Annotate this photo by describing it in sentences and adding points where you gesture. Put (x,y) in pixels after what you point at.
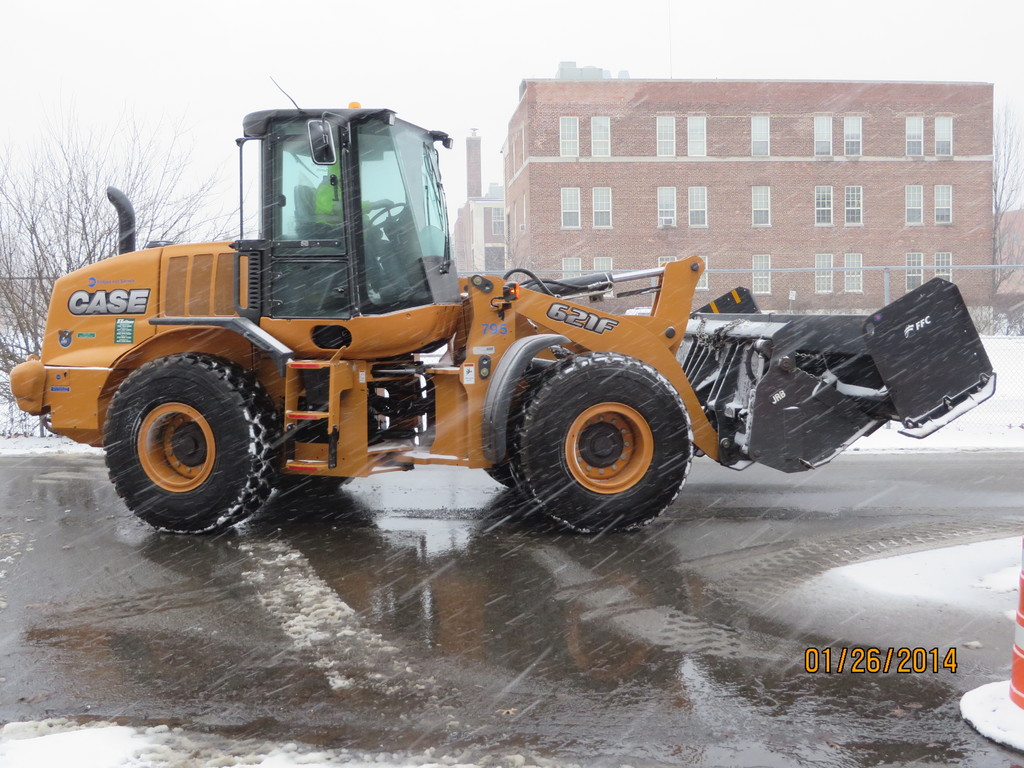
In this picture there is a person (317,226) inside a vehicle (348,225) and we can see road (322,591). In the background of the image (591,236) we can see trees (1022,308), buildings (560,252) and sky (467,86). In the bottom right side of the image (885,650) we can see date (882,658) and an object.
